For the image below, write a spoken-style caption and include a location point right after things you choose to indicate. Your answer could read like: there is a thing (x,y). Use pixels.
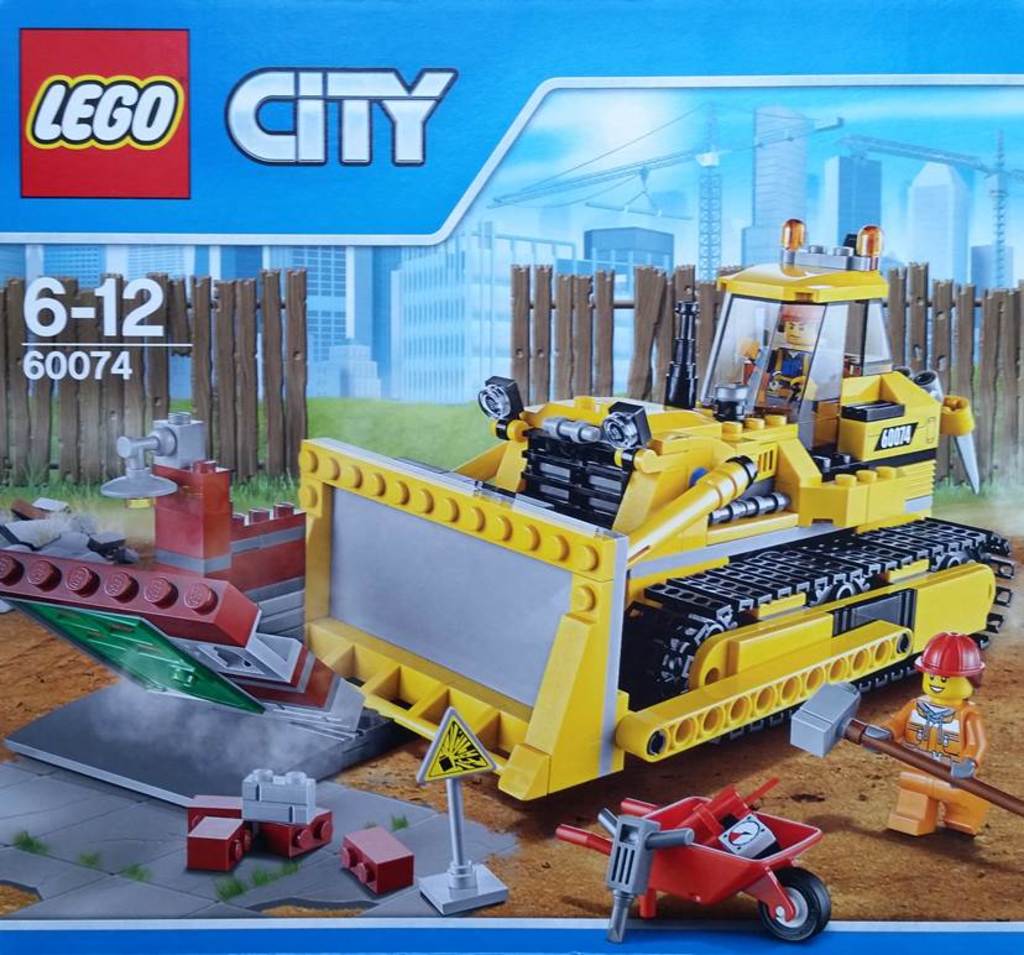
In this image we can see the picture of craft (427,612) build with legos (488,407).
